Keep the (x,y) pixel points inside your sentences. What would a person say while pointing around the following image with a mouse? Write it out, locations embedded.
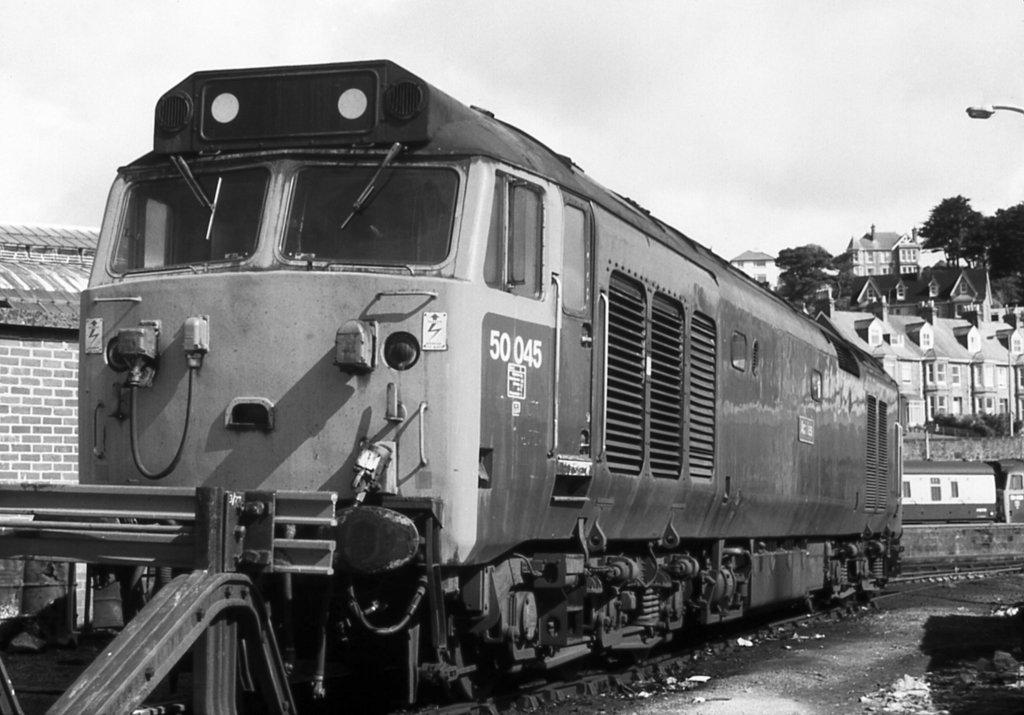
This is a black and white picture. There is a train (701,494) on the track (536,683). Here we can see wall (78,348), trees (996,274), light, and buildings (959,345). In the background (864,77) there is sky (816,196).
